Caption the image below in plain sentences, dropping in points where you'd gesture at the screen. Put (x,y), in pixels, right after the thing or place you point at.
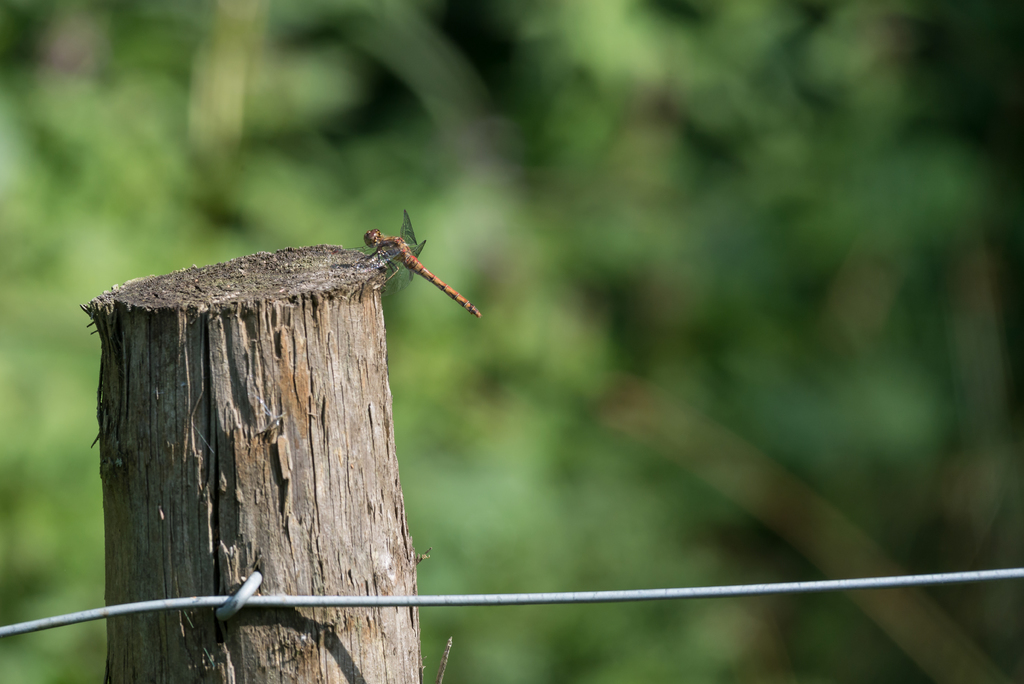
In this image we can see a fly (375,266), here is the bark (233,415), at background (271,123) it is in green color.
